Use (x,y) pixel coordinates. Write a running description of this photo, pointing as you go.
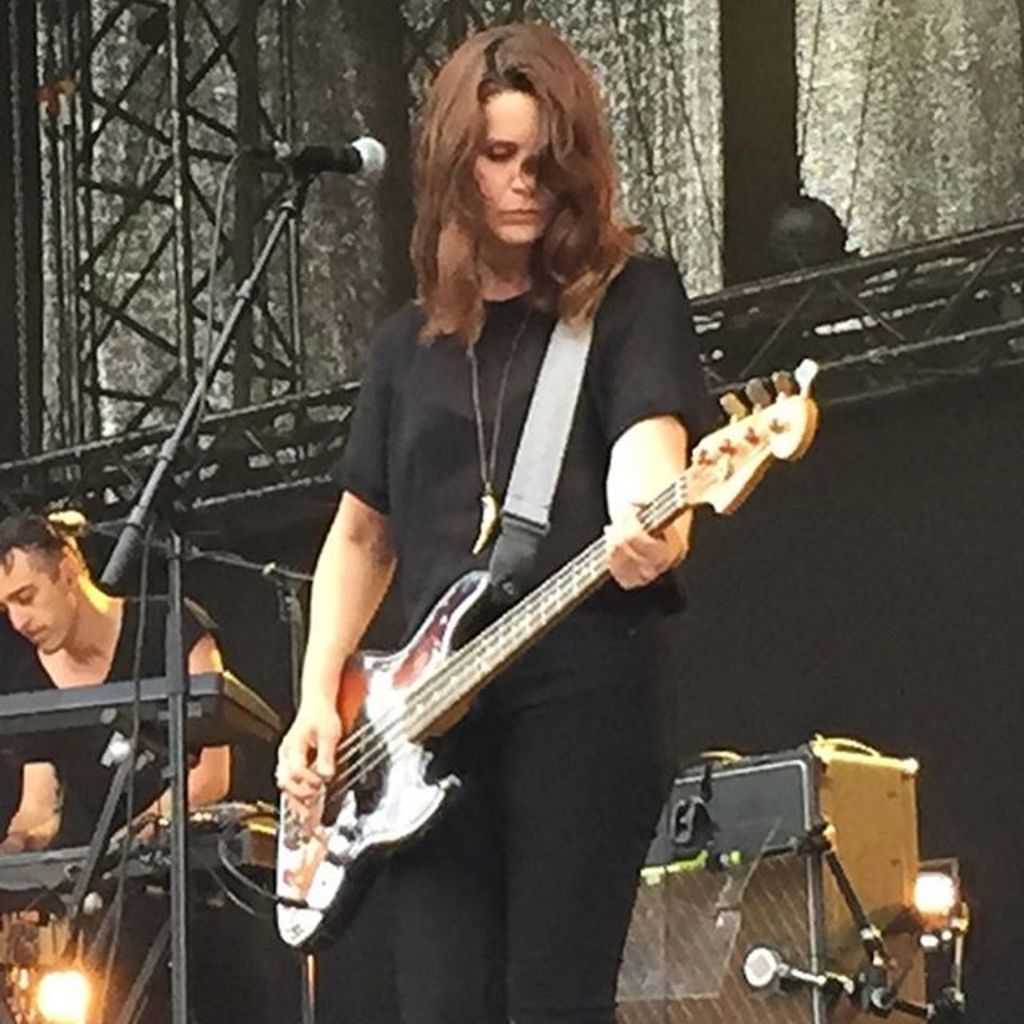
As we can see in the image there are two people (296,732) wearing black color dresses (508,844). The woman (570,770) over here is holding a guitar (415,752). There is a mic (297,178), curtains (610,97) and musical keyboard (150,855).
